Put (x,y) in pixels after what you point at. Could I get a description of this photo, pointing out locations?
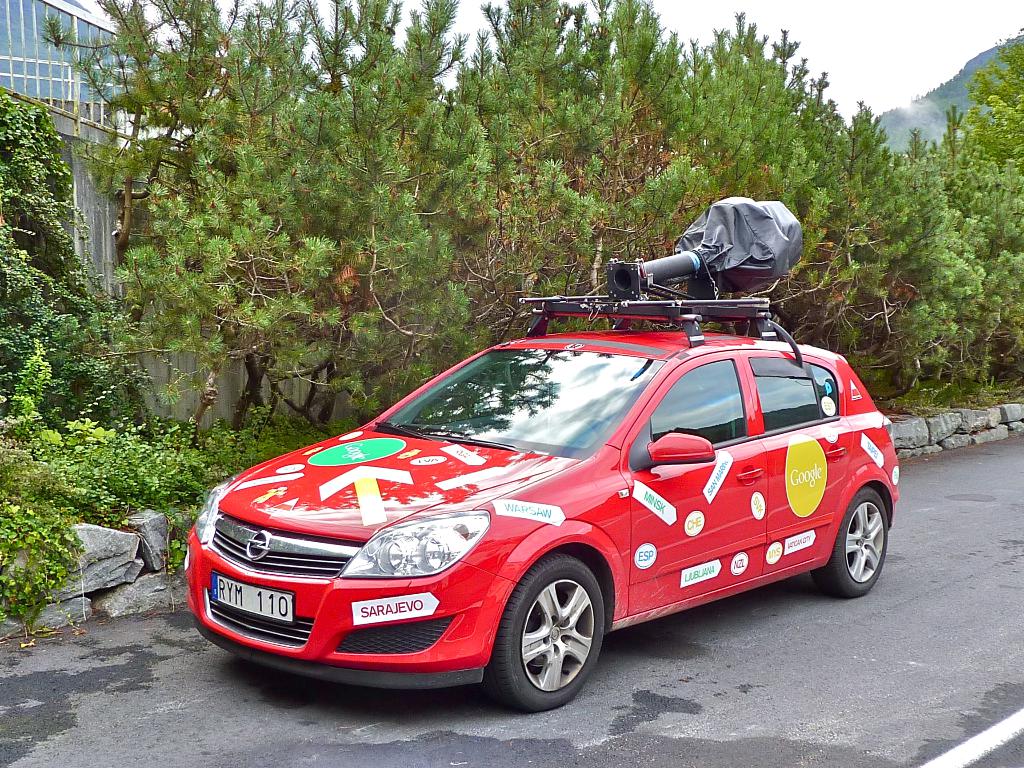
In the center of the image (538,327) there is a red color car (678,516) on the road (443,745). In the background of the image (611,135) there are trees (461,144), building (108,60). To the right side of the image (901,117) there is a mountain (972,65).
